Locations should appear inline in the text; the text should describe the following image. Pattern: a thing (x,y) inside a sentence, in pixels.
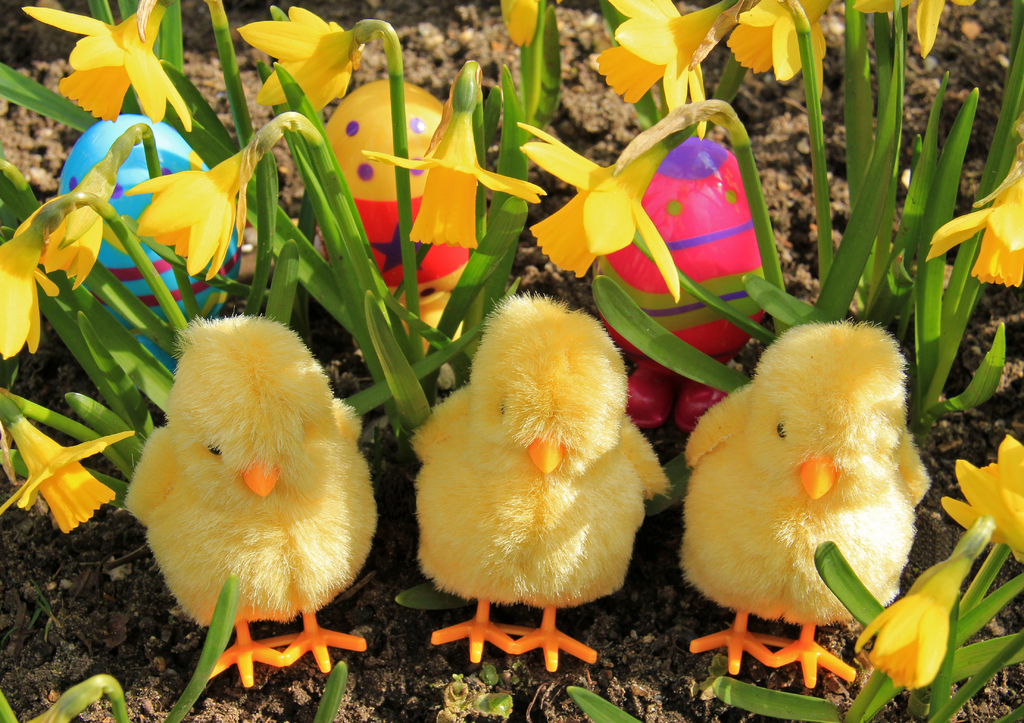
In front of the picture, we see three toy chicks (472,490) which are in yellow color. Behind that, we see grass (462,347) and flowers (254,153). These flowers (222,203) are in yellow color. Behind that, we see the toys (713,245) in pink, yellow and blue color. In the background (418,83), we see the soil (232,10).
